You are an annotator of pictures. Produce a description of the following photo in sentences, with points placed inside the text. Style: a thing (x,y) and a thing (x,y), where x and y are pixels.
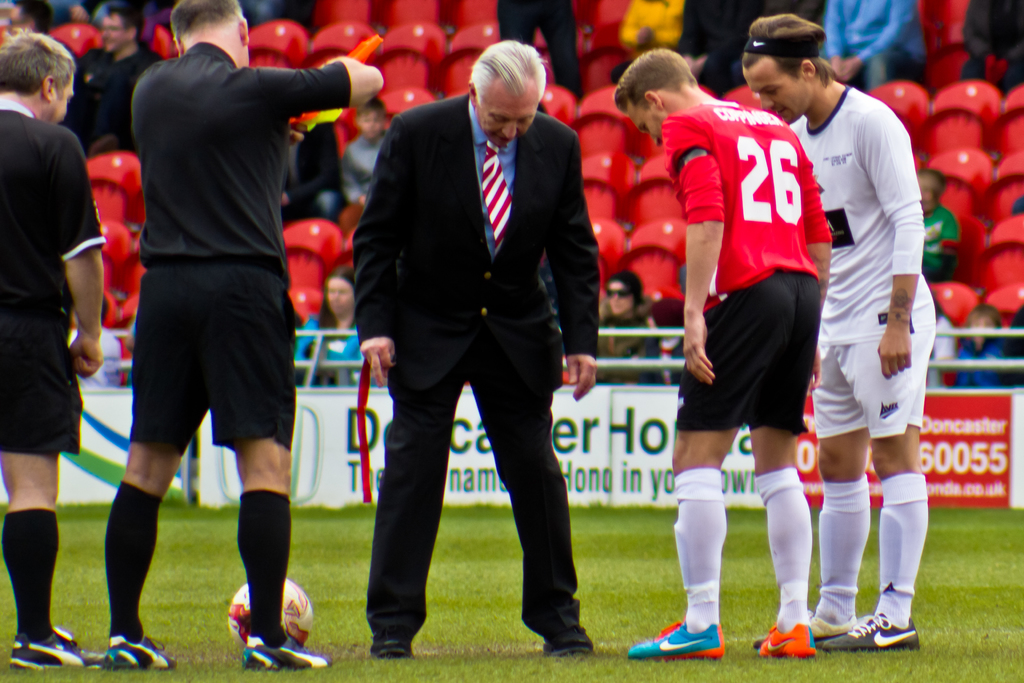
This picture is clicked in a stadium (985,449). There are five men (581,319) standing on the grass (471,610) and looking down. The man (470,376) in the center (470,272) is wearing a black suit (551,205) and the other four (211,219) are wearing jerseys (792,212). There is a ball (308,610) on the ground (330,620). Behind them there are boards (640,458) on the ground (484,627) with text (993,468) on it. In the background (308,295) there are chairs (386,38) and people (105,90) are sitting on them.
